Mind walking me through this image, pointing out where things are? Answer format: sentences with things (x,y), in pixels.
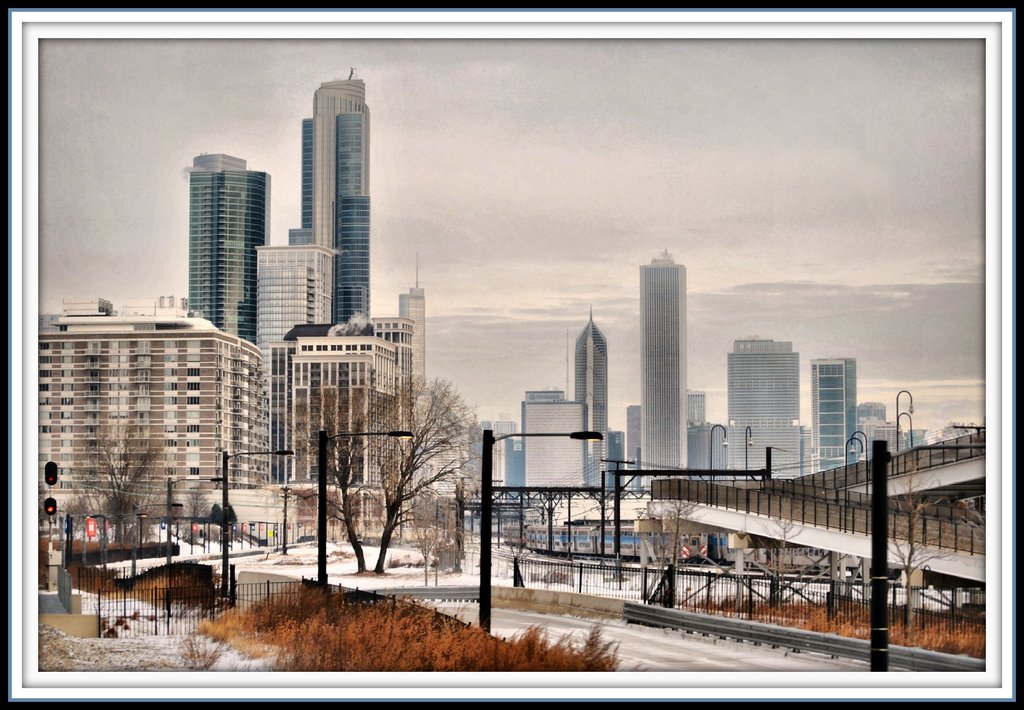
In this image there is a frame of a few buildings (575,413), trees (414,468), street lights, signal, railing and a bridge (681,525). In the background (582,279) there is the sky (594,275).
